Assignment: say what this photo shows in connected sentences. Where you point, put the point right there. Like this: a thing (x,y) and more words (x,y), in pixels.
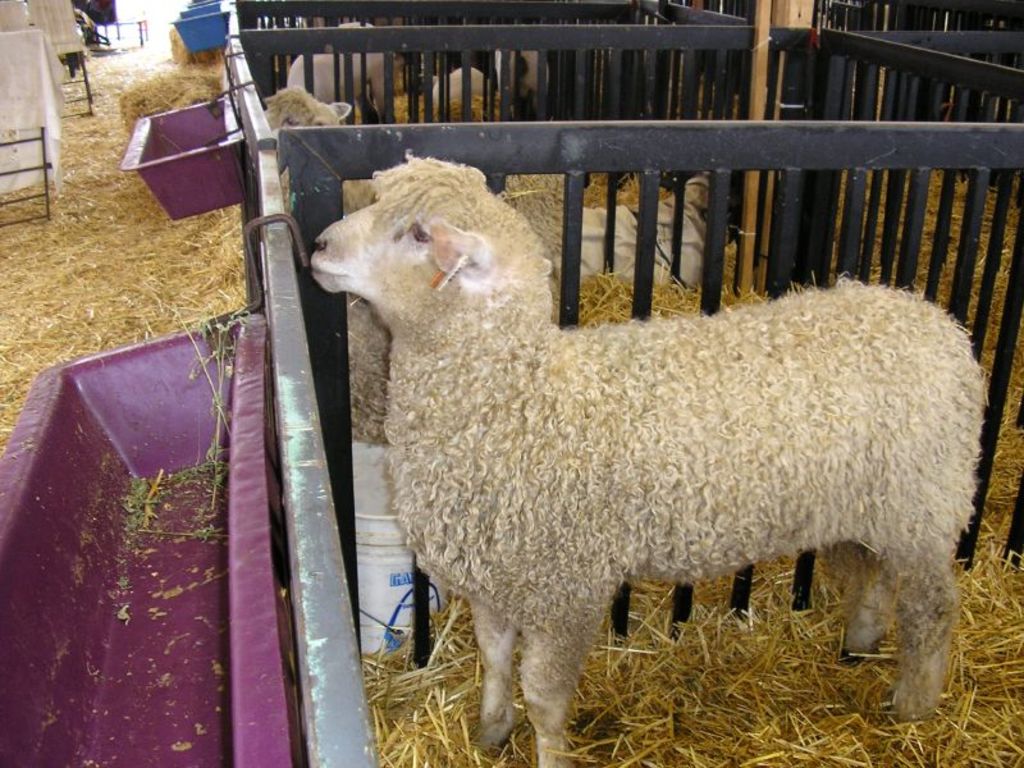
In this picture there are sheeps (666,407) behind the railings (577,304). At the bottom (818,597) there is grass (793,628) and there are buckets (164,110). On the left side of the image (133,369) there are buckets (23,535) on the railing (280,348).
